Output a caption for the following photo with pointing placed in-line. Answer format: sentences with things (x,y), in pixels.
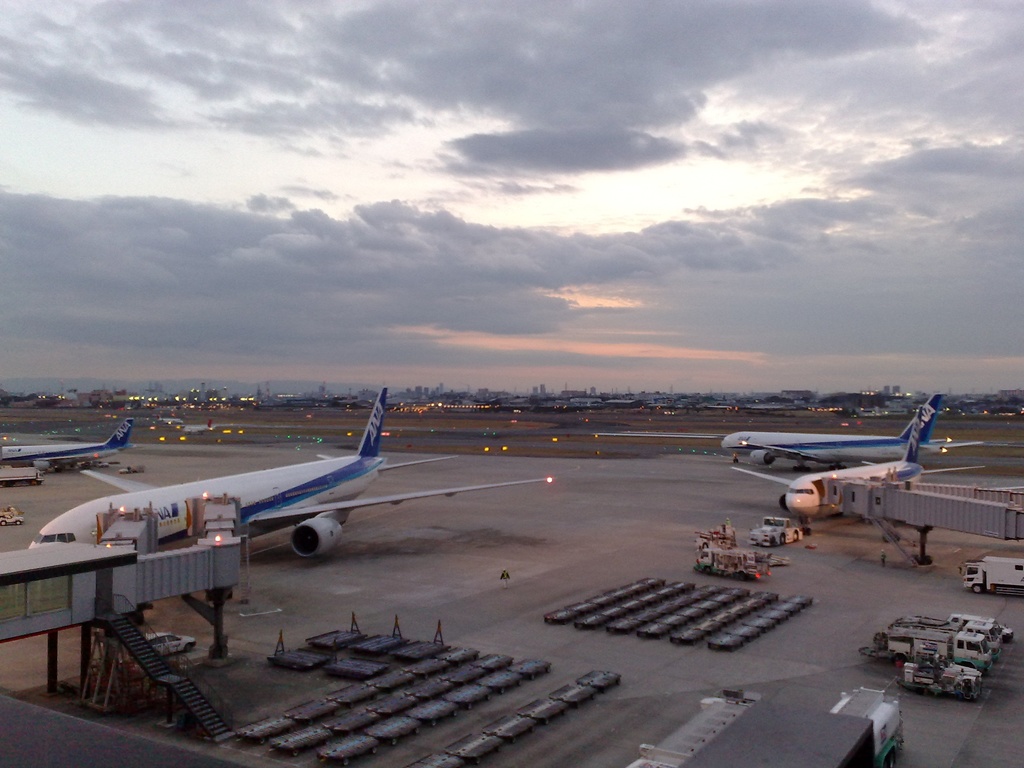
At the bottom of this image (298,517), there are aircraft (163,518) and vehicles (330,671) on a runway (270,546). In the background (780,403), there are trees (993,398), buildings (642,403), lights (415,409) and there are clouds (602,152) in the sky (291,53).
